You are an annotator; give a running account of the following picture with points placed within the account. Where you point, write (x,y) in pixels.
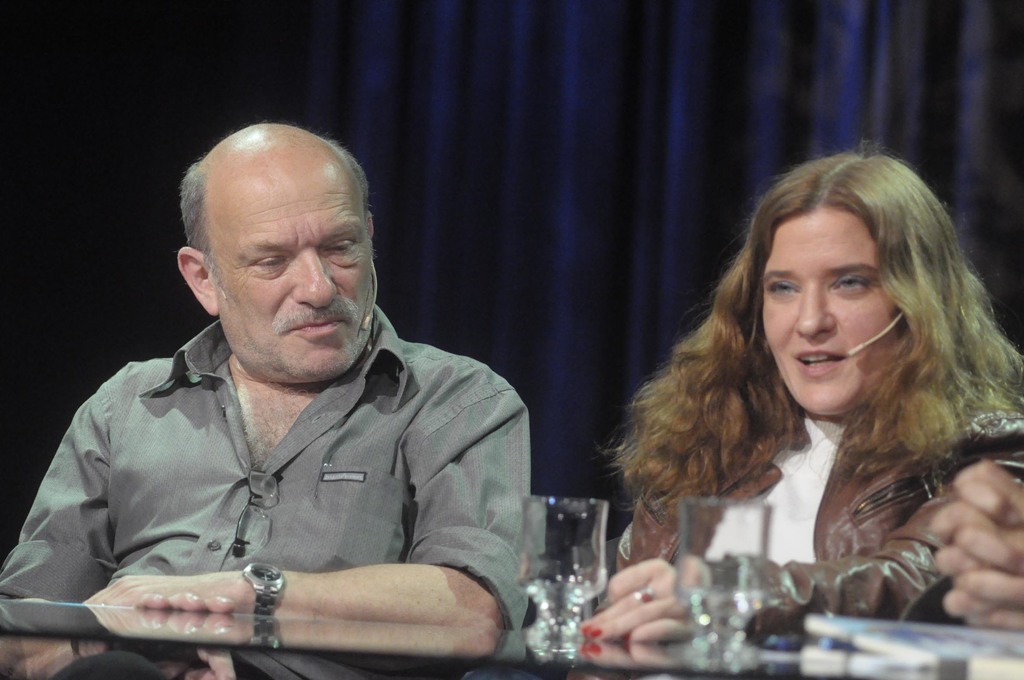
In this image we can see man (271,377) and woman (807,567) sitting at the table (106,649). On the table (124,642) we can see glass tumblers (578,556). In the background (786,76) there is curtain (464,89).
